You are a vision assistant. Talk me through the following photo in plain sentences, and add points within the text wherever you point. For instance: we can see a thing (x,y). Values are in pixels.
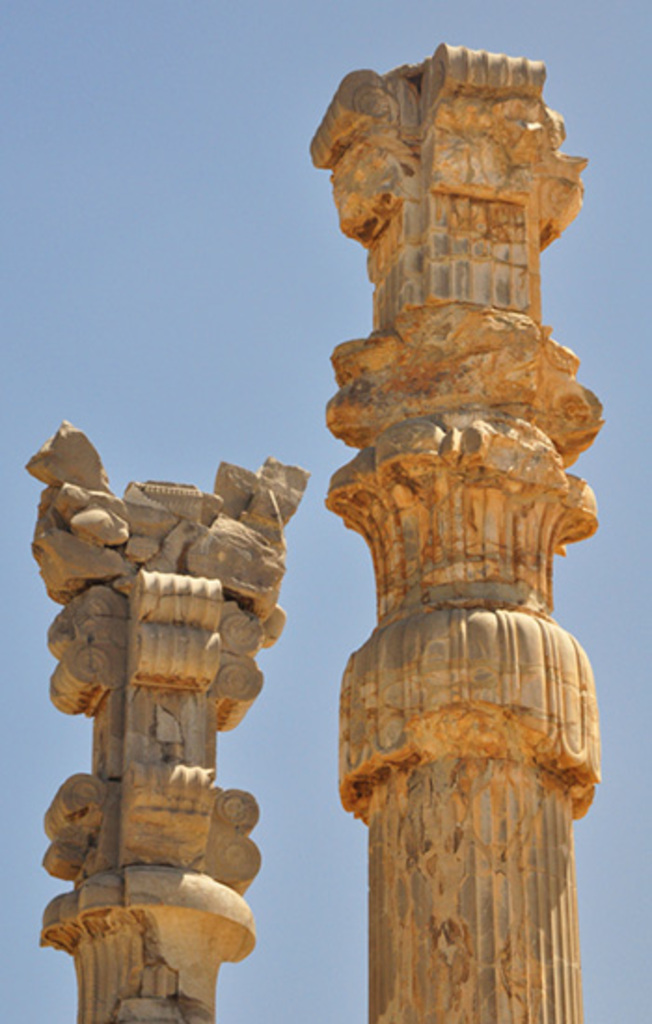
In this picture there are two columns (339,378) in the image.
